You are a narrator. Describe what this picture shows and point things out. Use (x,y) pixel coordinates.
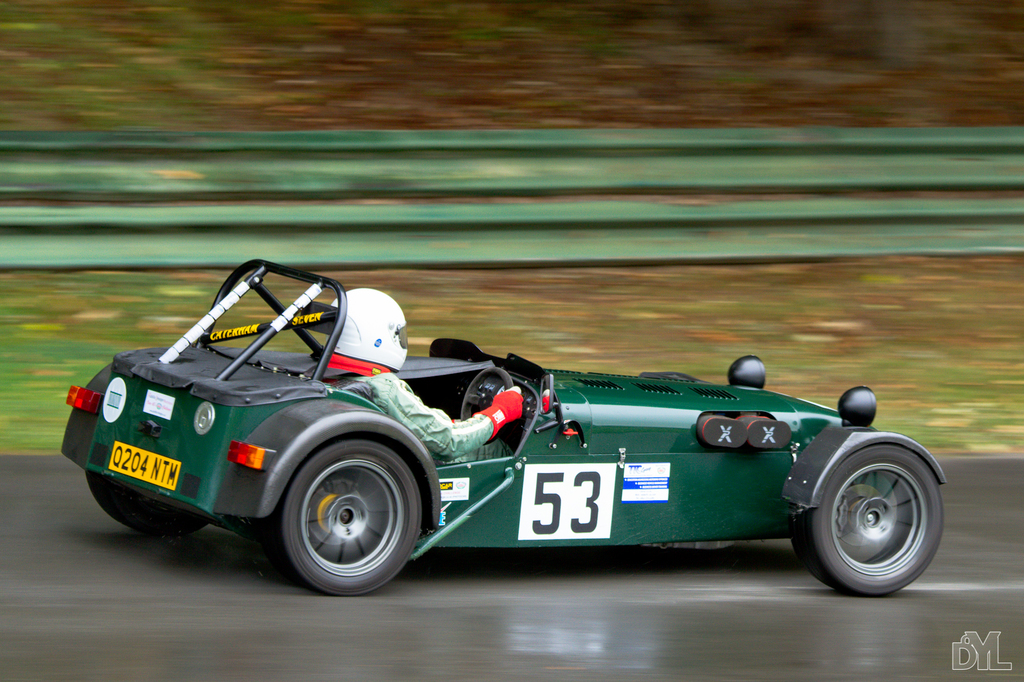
In this picture we can see a person (446,431) is driving a car (558,501), this person (456,441) is wearing a helmet (397,353), we can see a logo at the right bottom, there is grass (967,447) in the background (730,303).
